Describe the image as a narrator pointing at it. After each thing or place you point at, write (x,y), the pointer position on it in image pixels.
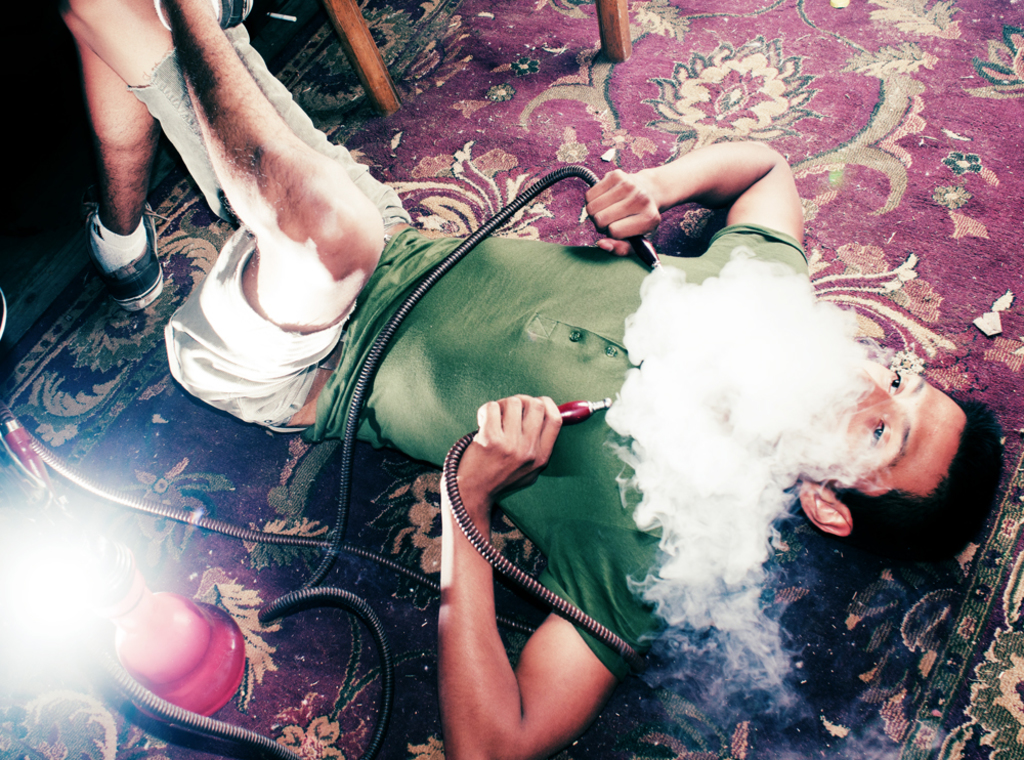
In this picture we can see the boy (515,395) wearing green t-shirt (511,291), lying on the red carpet (288,579) and smoking hookah (173,652). Beside there is a red hookah (181,614), pipe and smoke (724,486).
